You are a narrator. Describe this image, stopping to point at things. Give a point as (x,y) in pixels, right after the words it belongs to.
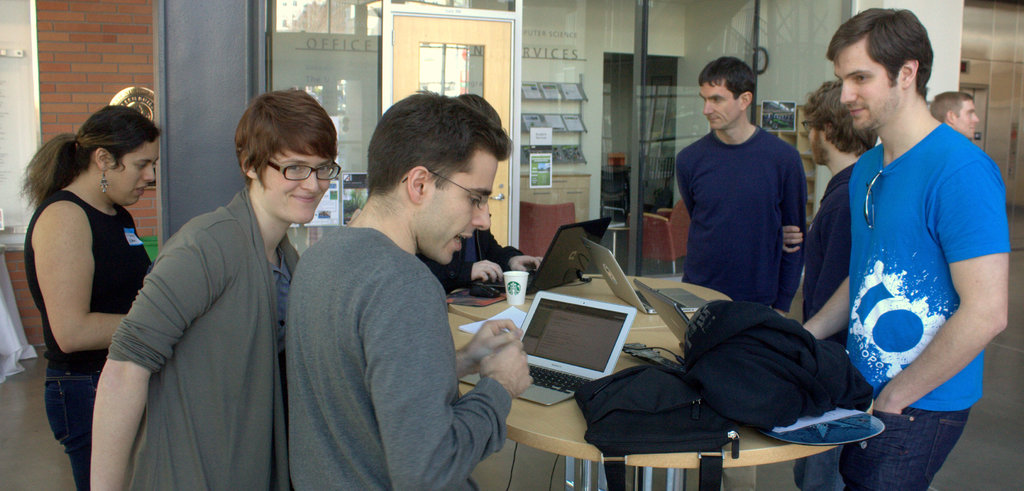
In this image we can see a group of people (869,218) standing on the ground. In the foreground of the image (680,404) we can see some laptops (690,311), mouse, bag (669,418), cup (521,287) and some clothes (817,365) placed on the table (526,403). In the background (556,89), we can see some books (573,89) in the racks (539,124), posters (331,199) and some glass doors (791,81).
